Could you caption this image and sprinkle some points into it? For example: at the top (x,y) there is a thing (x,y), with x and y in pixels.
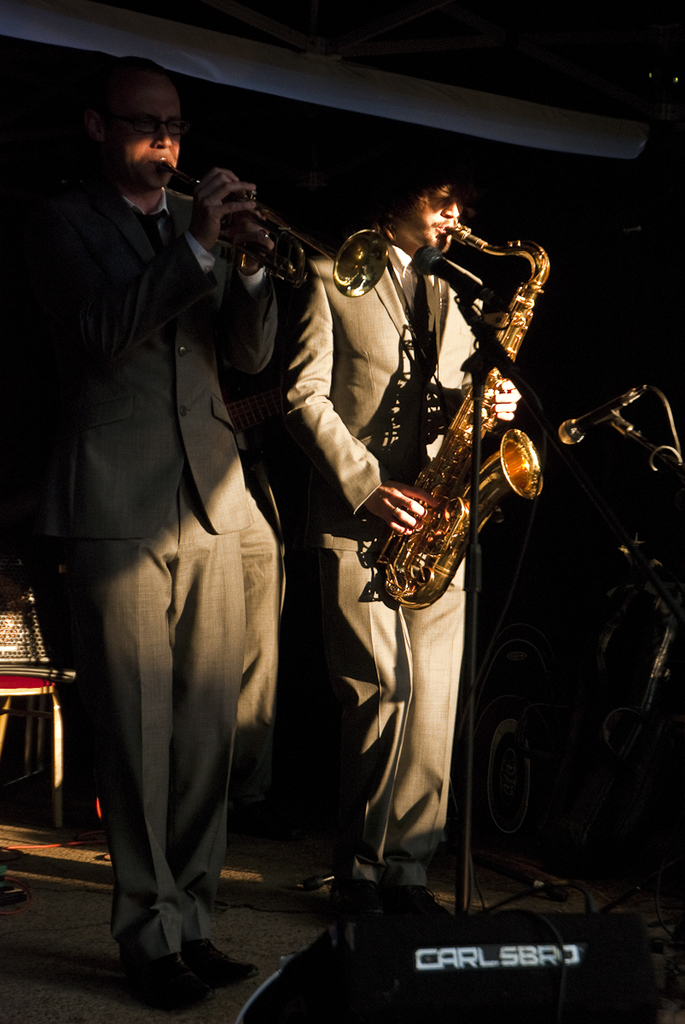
In this picture there are two persons (144,522) standing and playing musical instruments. At the back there is a device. On the right side of the image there is a microphone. At the bottom (382,972) there is a speaker (429,949) and there are wires (472,884).
